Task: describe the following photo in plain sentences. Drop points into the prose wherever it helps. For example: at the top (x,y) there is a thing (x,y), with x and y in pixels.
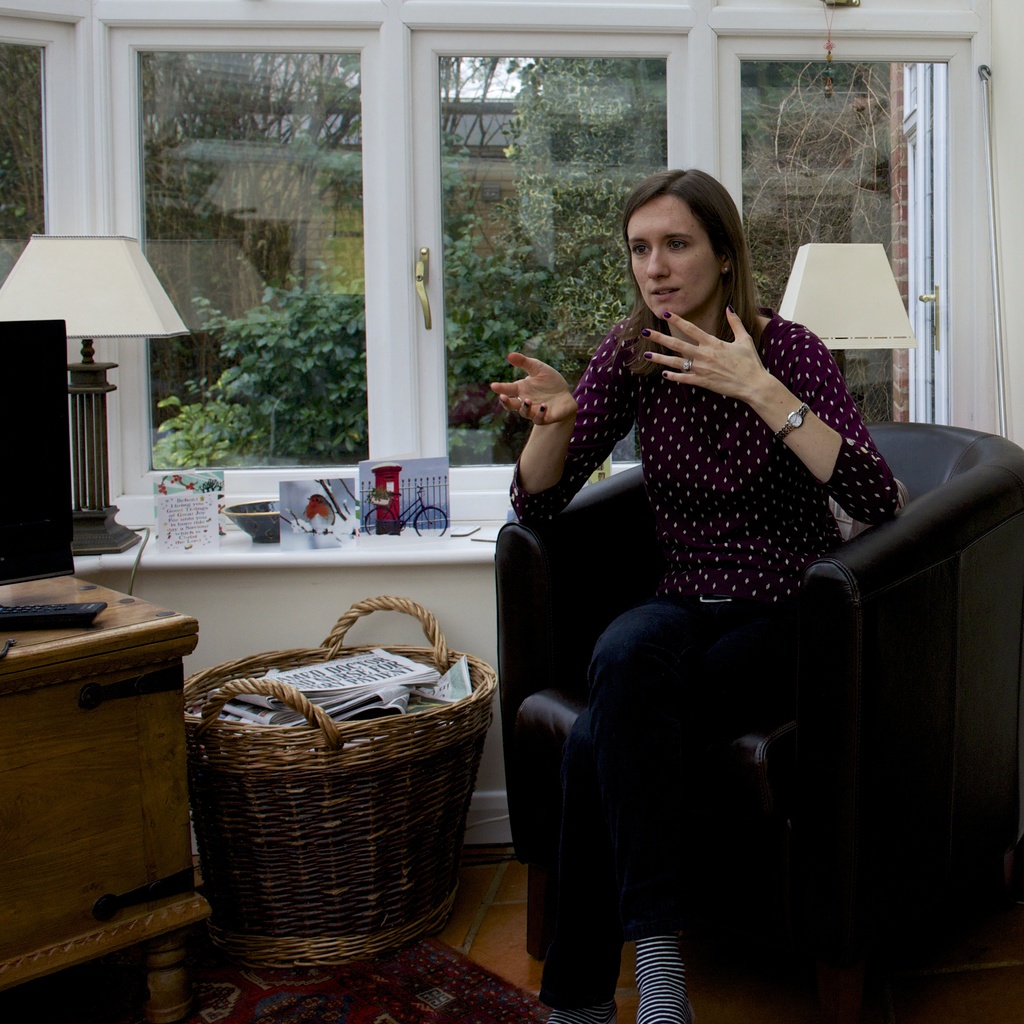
In this image i can see a inside view of house (414,552). on the right side (919,662) there is sofa set (964,612), on the sofa set (853,572) a woman (751,549) sit, and she is wearing a purple color top (697,497) and her mouth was open. And back side of her there is a window (540,274). And back side of window (526,240) there are some trees (346,323). And left side (93,383) there is a lamp (92,369), on the left side (60,631) there is a table (64,591). on the middle (376,604) there is basket (235,804) of wicker (296,802). And in it there is papers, and a bowl (262,520) kept on the window sill (262,544).
